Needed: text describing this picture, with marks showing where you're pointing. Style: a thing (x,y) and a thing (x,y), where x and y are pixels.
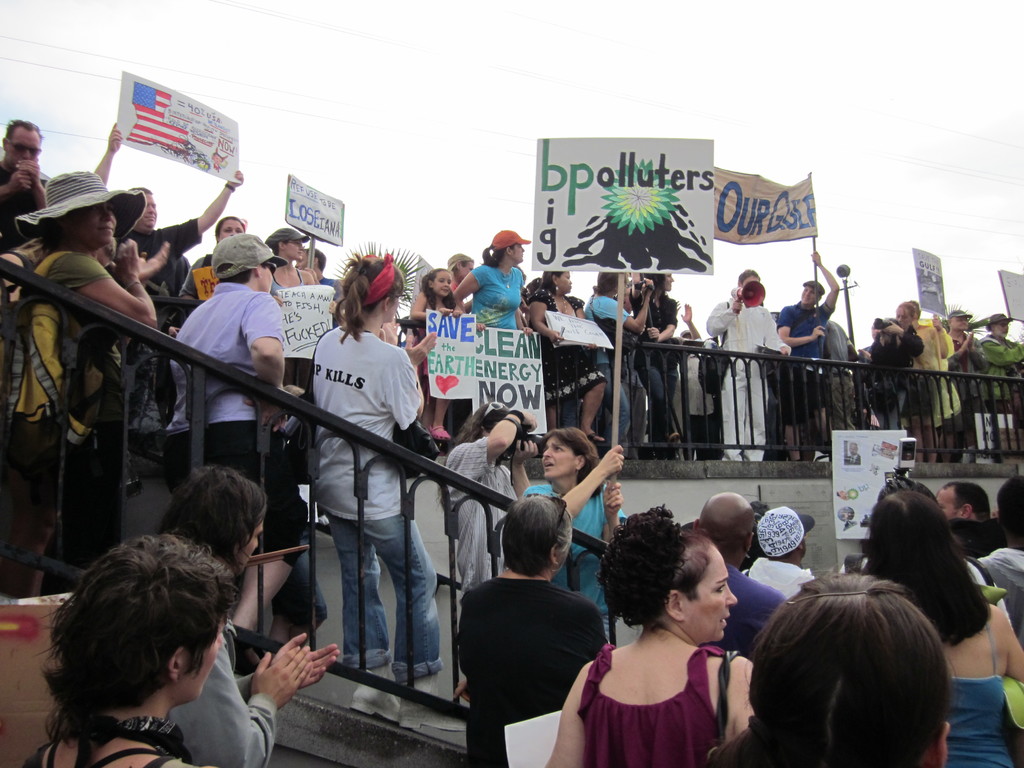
In this image we can see group of people (960,656) who are standing and they are holding some boardings (842,522) where one of the person (602,504) who is wearing blue shirt (583,507) is holding a boarding (617,265) where "BP Polluters" is written on it and there is a another person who is holding "Save The Earth" board (454,363) and there is another person (199,233) who is wearing a black shirt (151,230) is holding a board (158,140) where there is a half American Flag (173,147) and there is another person (502,297) who is wearing cap (516,245) is holding a boarding (540,387) where "Clean Energy Now" is written on it and some people (946,341) over here are holding a boarding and there is a person (814,325) who is holding a boarding (714,237) named "Our Gulf" is written on it, so some people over here are holding boarding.
